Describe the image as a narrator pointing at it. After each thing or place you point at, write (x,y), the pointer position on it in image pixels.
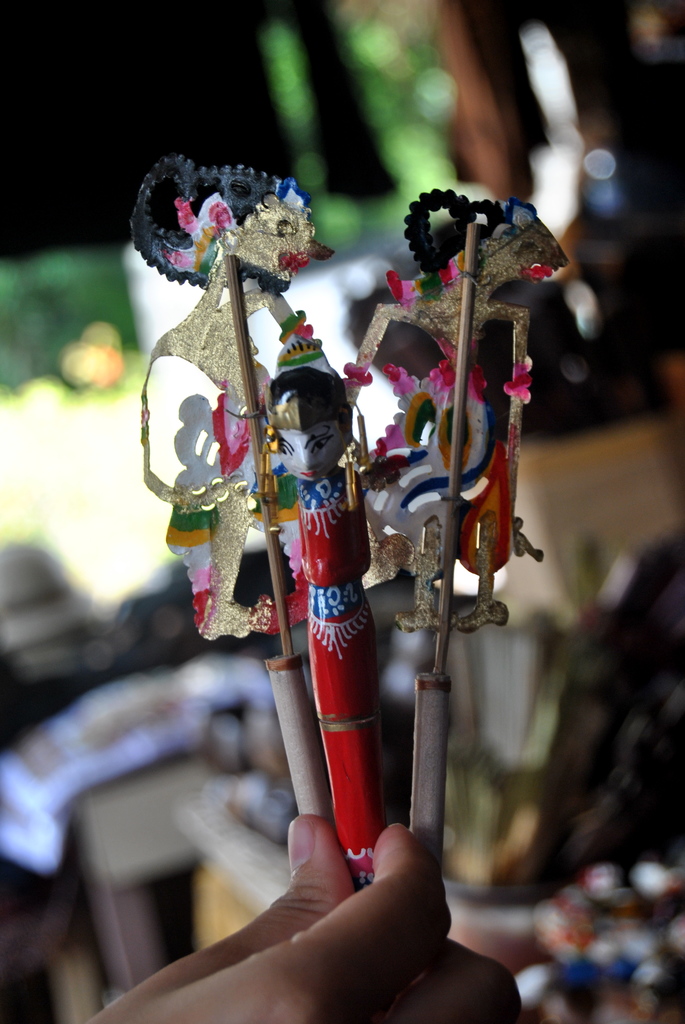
In this image we can see person's hand (338,910) holding a toy (361,456) and a blurry background (468,27).
